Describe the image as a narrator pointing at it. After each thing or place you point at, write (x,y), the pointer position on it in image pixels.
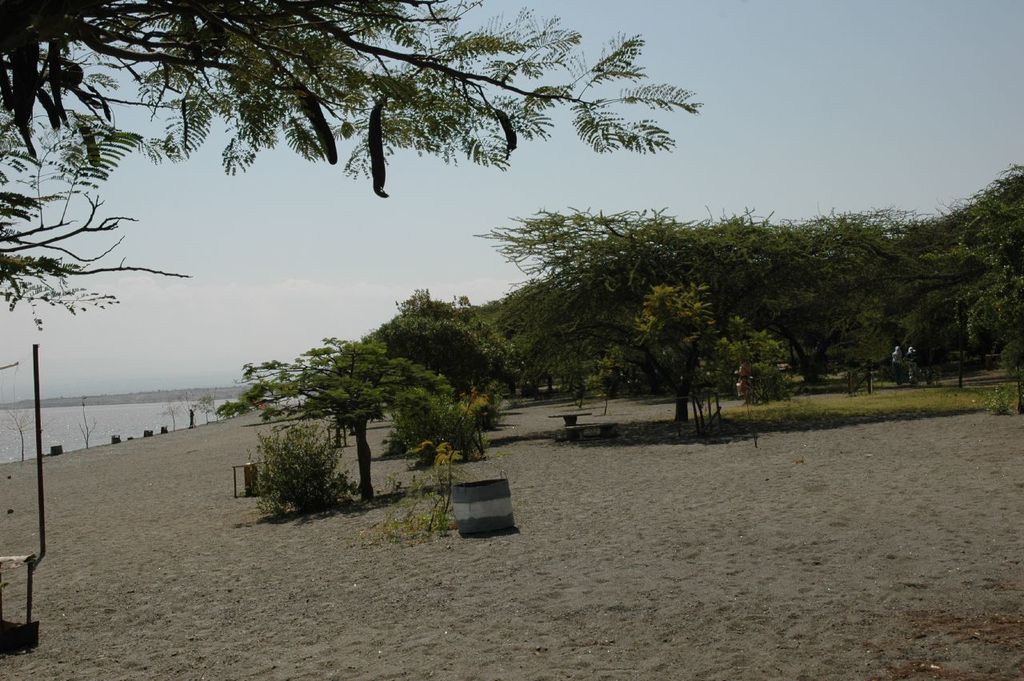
In this image I can see the sand (638,600). On the sand (519,600) I can see dustbin (484,514), bench (572,433) and many trees (428,379). To the left (96,439) I can see the water (110,437). In the background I can see the sky (517,185).
